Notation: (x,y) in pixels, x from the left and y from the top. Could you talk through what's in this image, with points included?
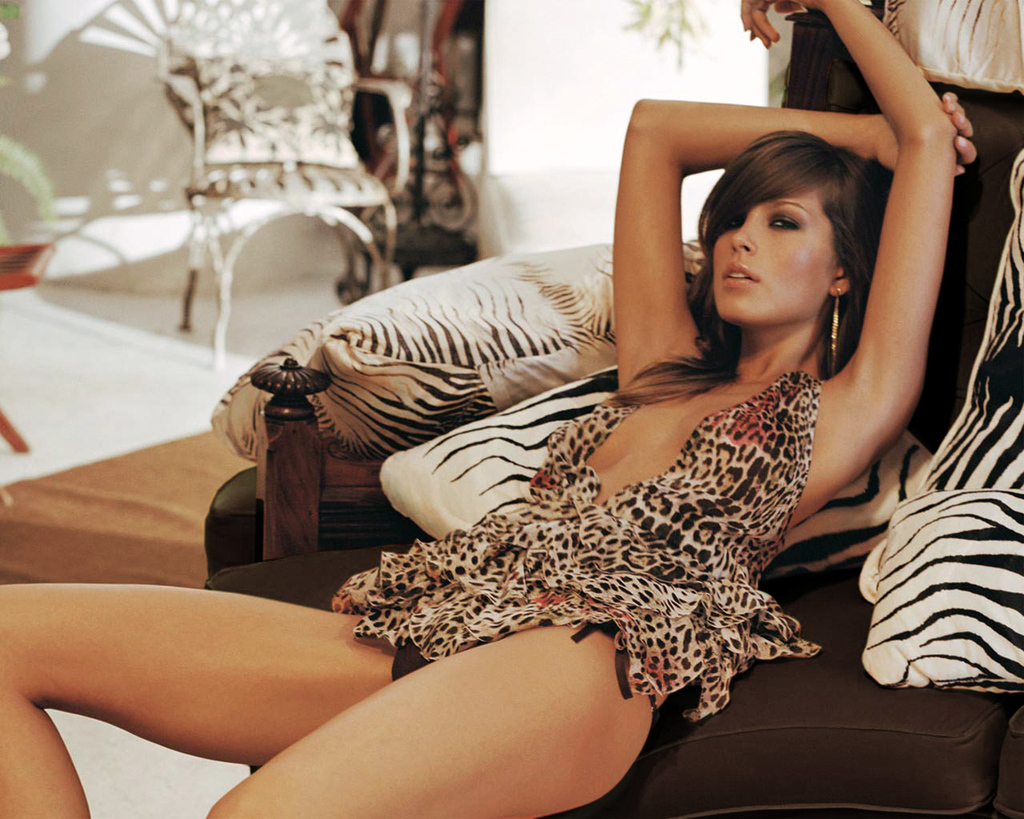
In this image I can see a person (342,759) posing for a picture. Also there are chairs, pillows (505,292), wall (504,111), and some objects (473,233).
